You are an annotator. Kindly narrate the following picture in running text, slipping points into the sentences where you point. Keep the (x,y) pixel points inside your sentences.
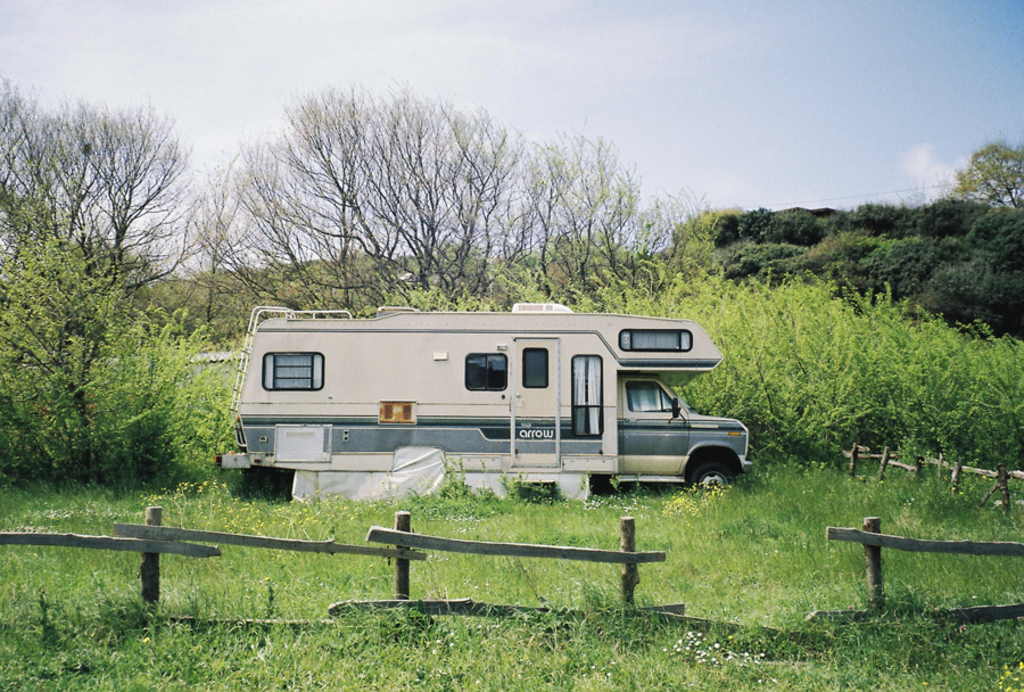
In the center of the image (518,444) we can see a truck (611,471) on the ground (689,567). We can also see some grass (695,585), plants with flowers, the wooden fence (823,616), a group of trees (773,380) and the sky (817,62) which looks cloudy.
